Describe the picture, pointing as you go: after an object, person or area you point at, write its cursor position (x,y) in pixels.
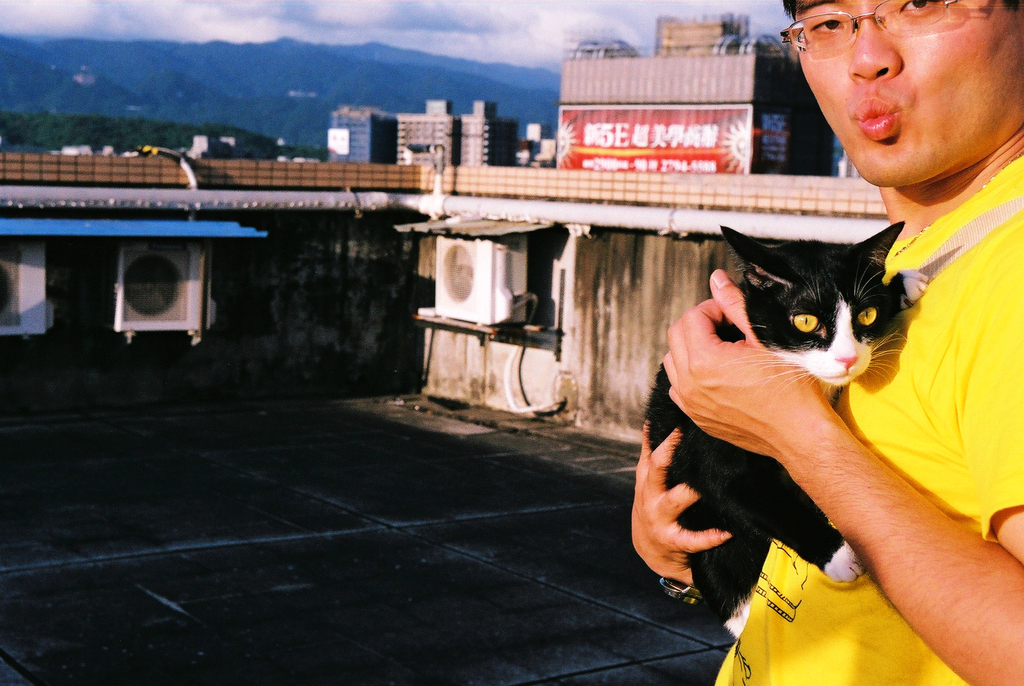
In this picture there is a man (857,123) standing on to the right (808,602) and there is a cat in his hand (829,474). In the backdrop (648,270) there is a wall (330,268), a building (365,152), mountain (542,112) and sky (169,35) is cloudy.
